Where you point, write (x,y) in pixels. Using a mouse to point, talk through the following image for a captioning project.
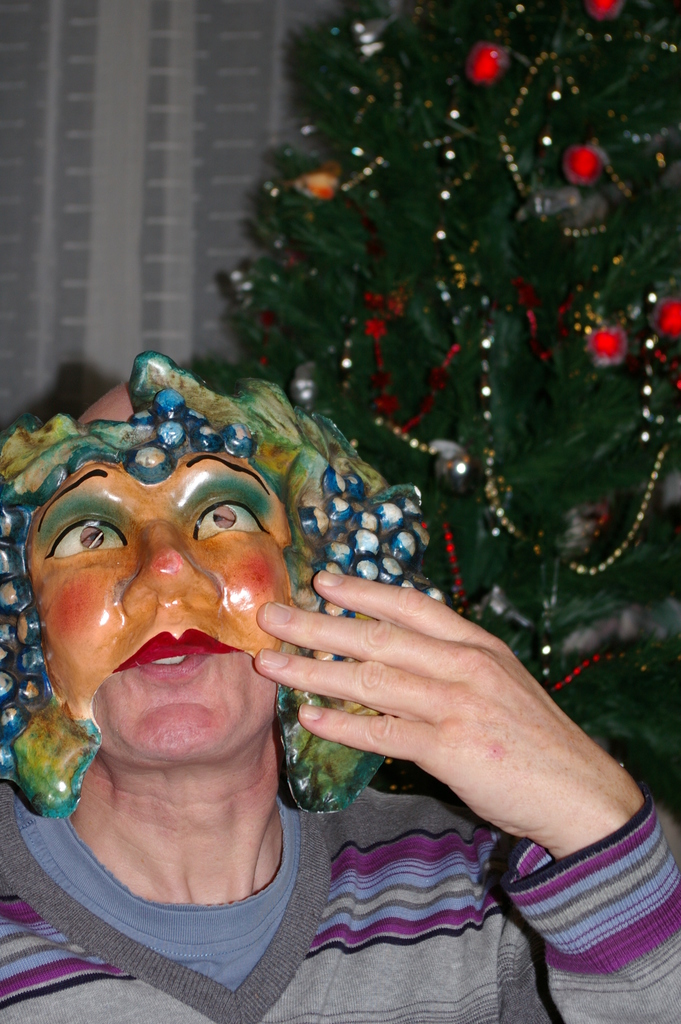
In this image we can see a person (133,789) wearing a mask (366,530), behind him we can see a Christmas tree (464,326) with some lights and objects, in the background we can see a curtain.
